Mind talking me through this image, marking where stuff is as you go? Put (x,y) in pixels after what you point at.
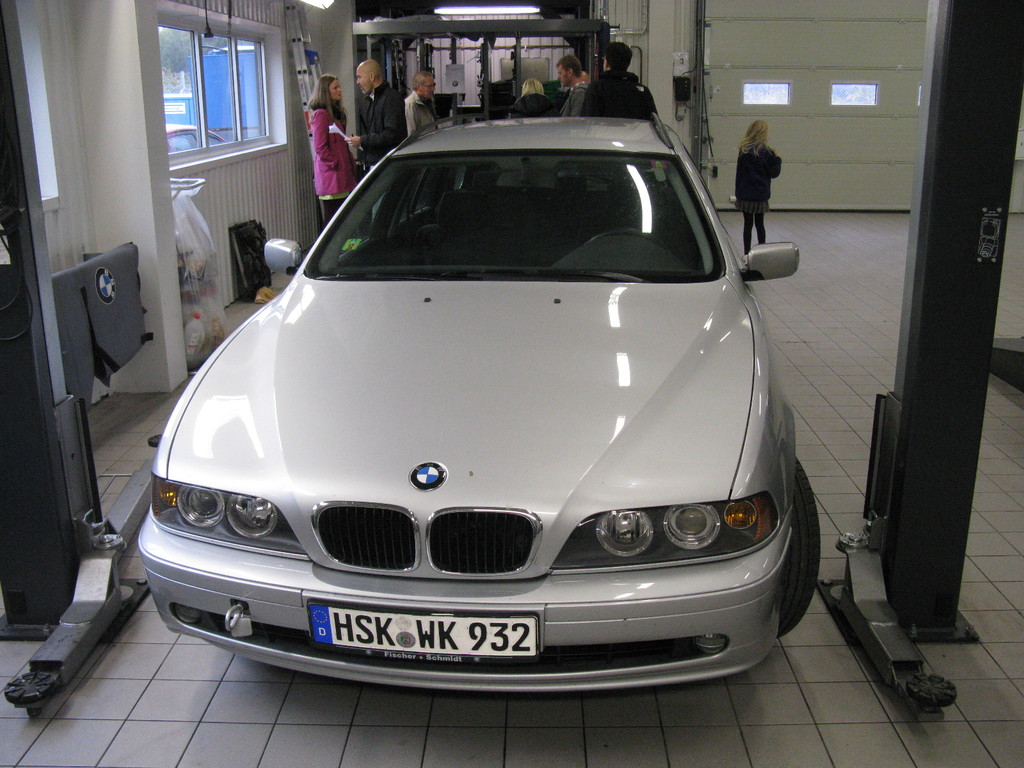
In this picture I can observe a car (356,355) in the middle of the picture (353,445). Behind the car (518,310) there are some people (534,108) standing on the floor (793,234). There are men (388,114) and women (760,147) in this picture. In the background (771,103) I can observe wall (771,103).
